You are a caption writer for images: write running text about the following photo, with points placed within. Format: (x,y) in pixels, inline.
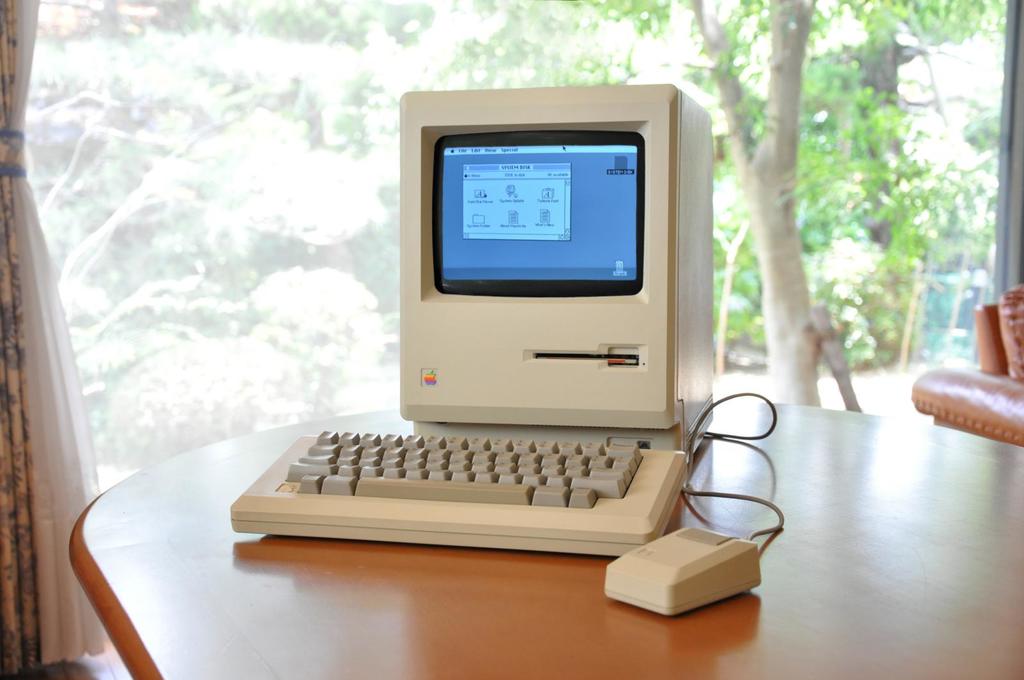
In this image we can see a machine (495,339), keyboard (539,455) and a mouse (665,588) placed on the table (787,620). In the background (48,411) we can see curtains (53,343) glass window (209,195) through which trees (300,22) can be seen.
